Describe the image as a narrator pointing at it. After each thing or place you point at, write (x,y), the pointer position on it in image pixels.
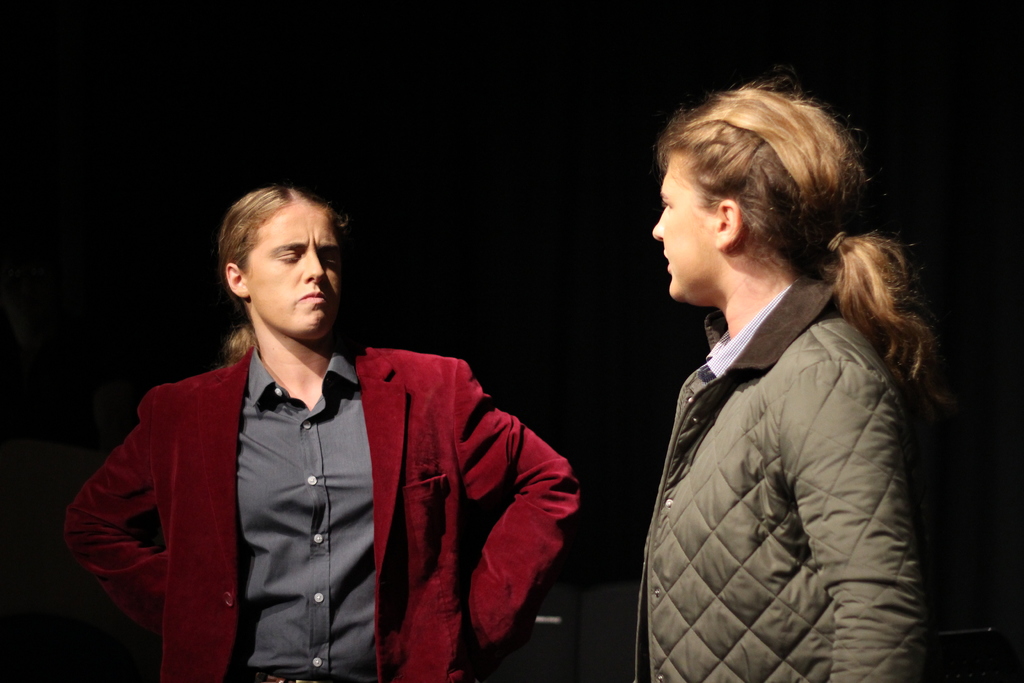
In this image we can see two ladies (917,409) wearing jackets (466,397) and standing and we can also see the black background (46,217).
